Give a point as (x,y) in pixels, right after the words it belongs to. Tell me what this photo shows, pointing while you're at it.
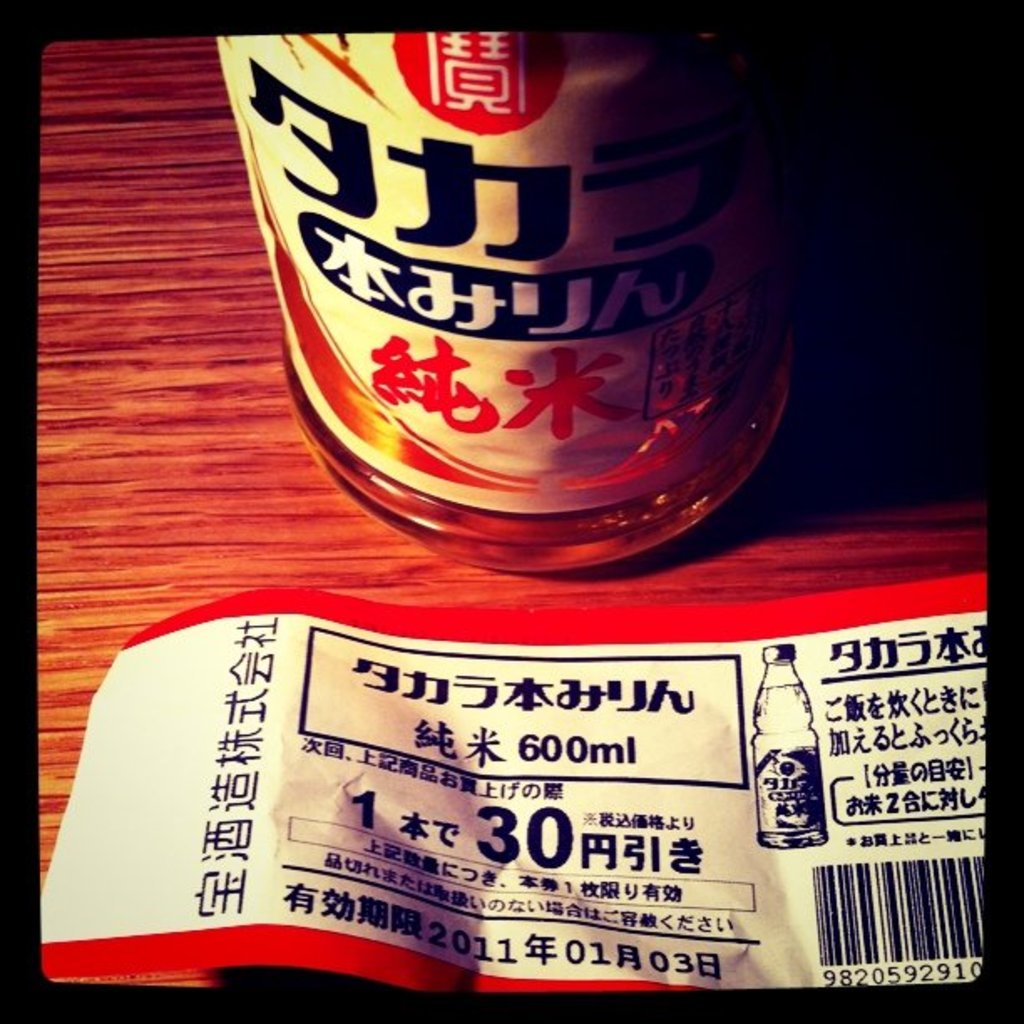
There is a table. There is a bottle (549,407) and coupon (697,709) on a table (230,128). The bottle (599,292) has a sticker (477,309).
